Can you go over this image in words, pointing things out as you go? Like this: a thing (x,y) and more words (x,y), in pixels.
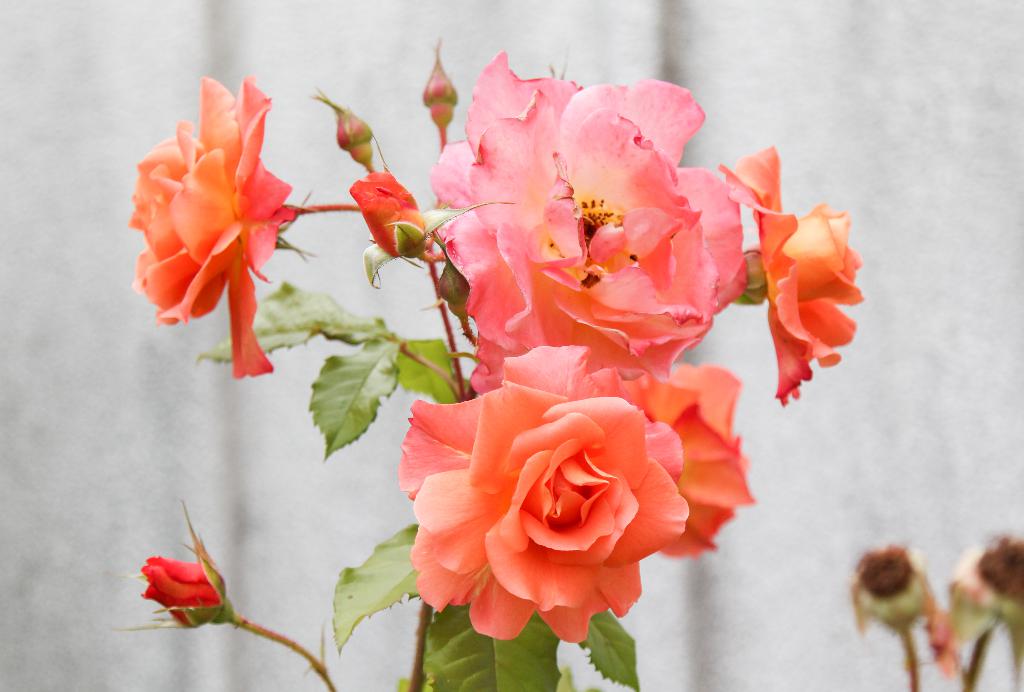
In this image, we can see a plant (553,364) with some flowers (521,606) and buds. We can also see the background (866,218) and some objects (908,597) on the bottom right corner (868,612).
